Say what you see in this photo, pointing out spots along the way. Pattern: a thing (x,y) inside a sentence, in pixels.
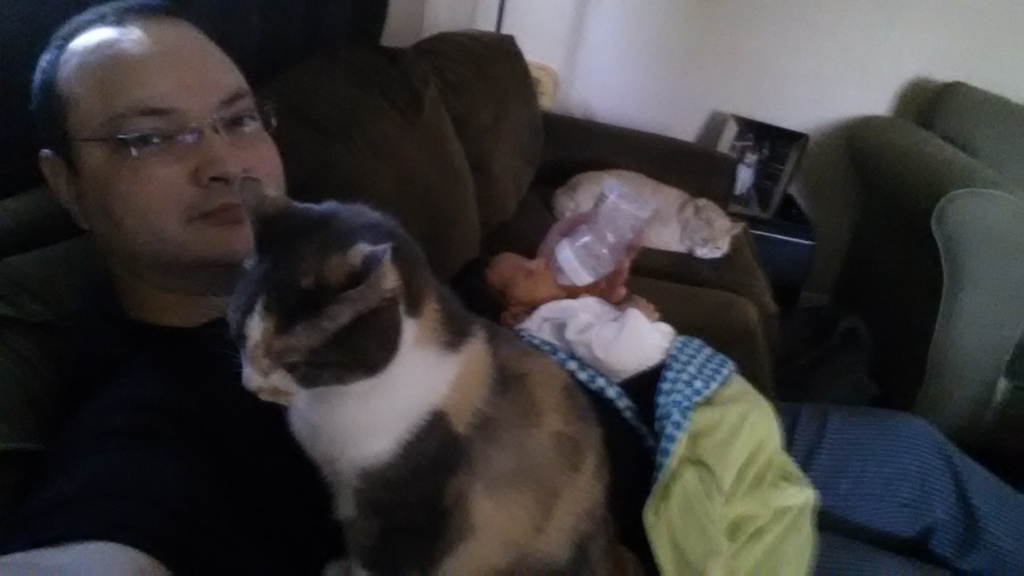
In this picture I can see a man (225,301) sitting on a sofa (482,201) and holding a baby (617,315) and I can see a cat (448,393) in the front (507,425) and I can see another cat (660,246) lying on the sofa (461,158). I can see a photo frame (758,161) on the table (803,265) and I can see a chair (902,291) and a wall (742,46) in the background (683,15).
